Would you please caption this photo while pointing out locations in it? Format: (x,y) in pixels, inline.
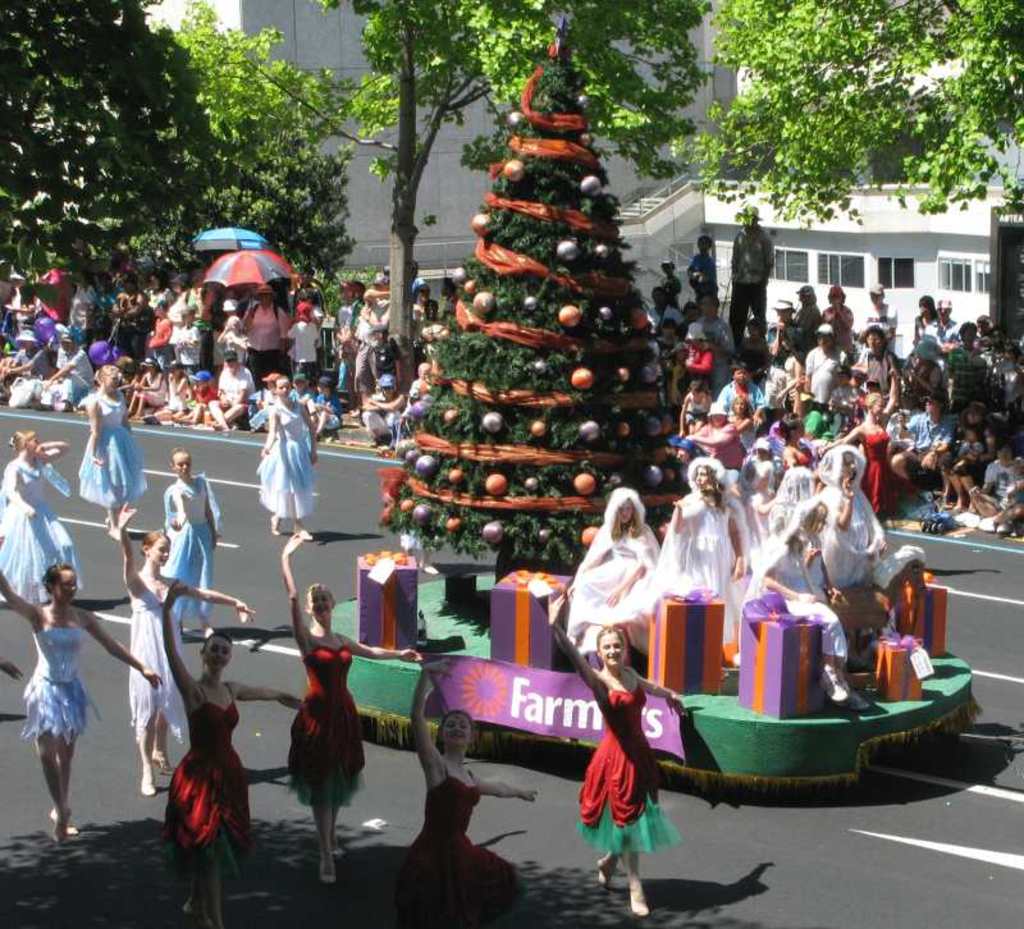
In this image there is a road (244,534), there are people (318,694) dancing, there is christmas tree (517,376), there are trees (642,112), there are buildings (681,175), there are audience (874,374).
